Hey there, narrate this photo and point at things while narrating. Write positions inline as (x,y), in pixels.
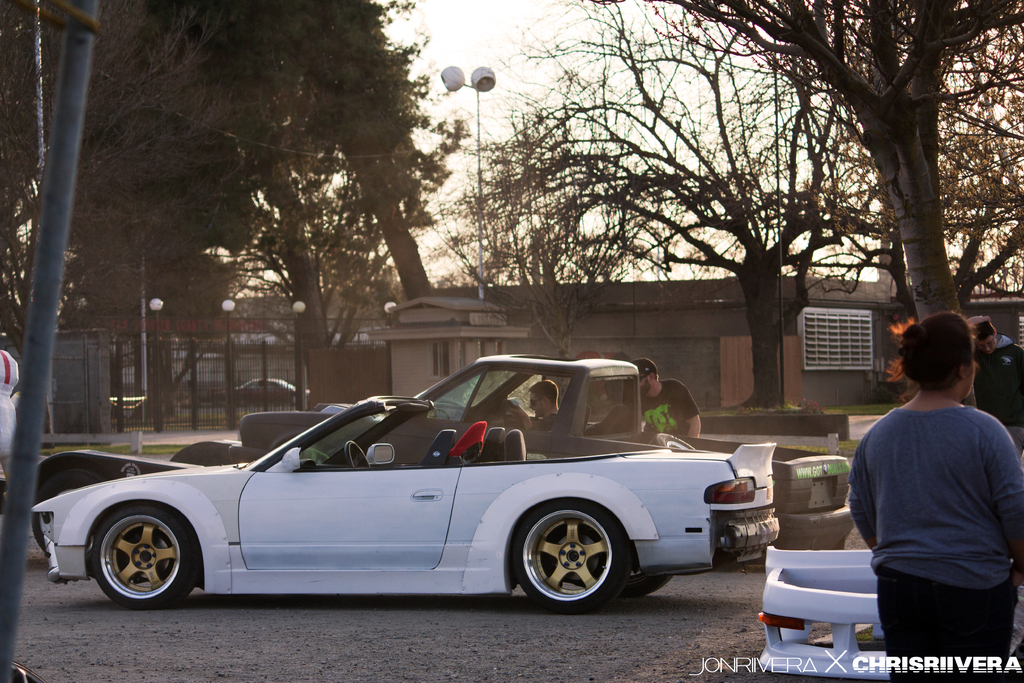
In this image I can see the ground (367,666), few persons (980,434) standing on the ground (336,666), a white colored part of the car (837,584) on the ground (335,649), few cars (408,507) which are black and white in color on the ground (494,625), a person (555,408) in the car (568,392), a person (657,397) standing beside the car (688,457), and few trees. In the background (412,351) I can see the wall (348,388), few buildings (509,303), the metal gate (281,355), a car (263,382), few poles (230,360) and the sky (581,66).
